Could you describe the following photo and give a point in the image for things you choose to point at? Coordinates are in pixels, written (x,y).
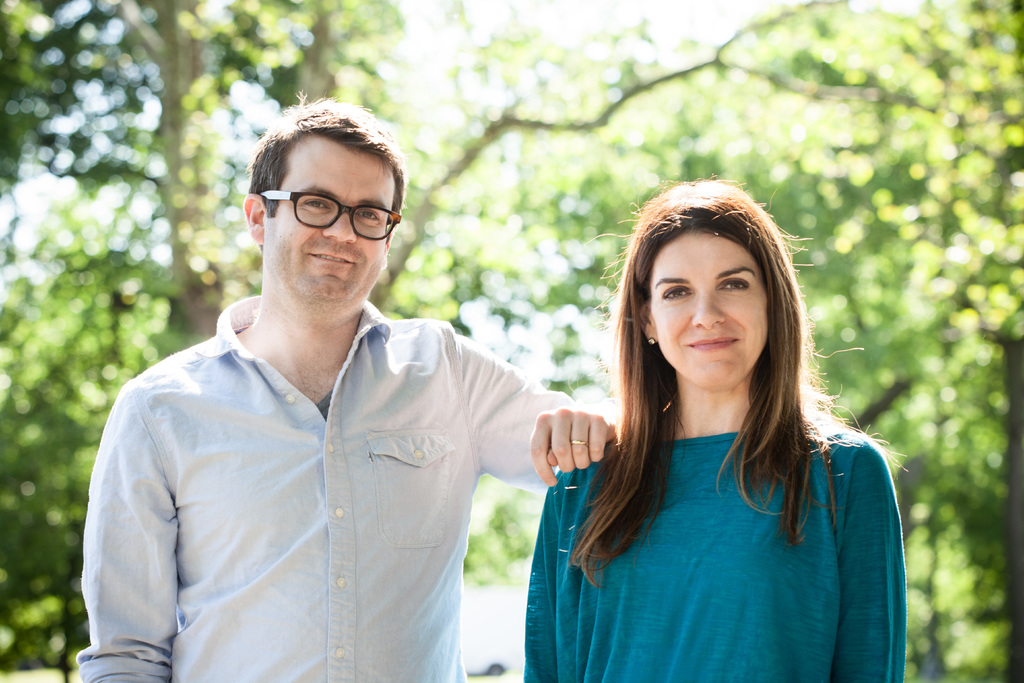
This image is taken outdoors. In the background (65,254) there are a few trees (180,208). In the middle of the image (367,309) a man (290,443) and a woman (682,478) are standing and they are with smiling faces (715,310).
